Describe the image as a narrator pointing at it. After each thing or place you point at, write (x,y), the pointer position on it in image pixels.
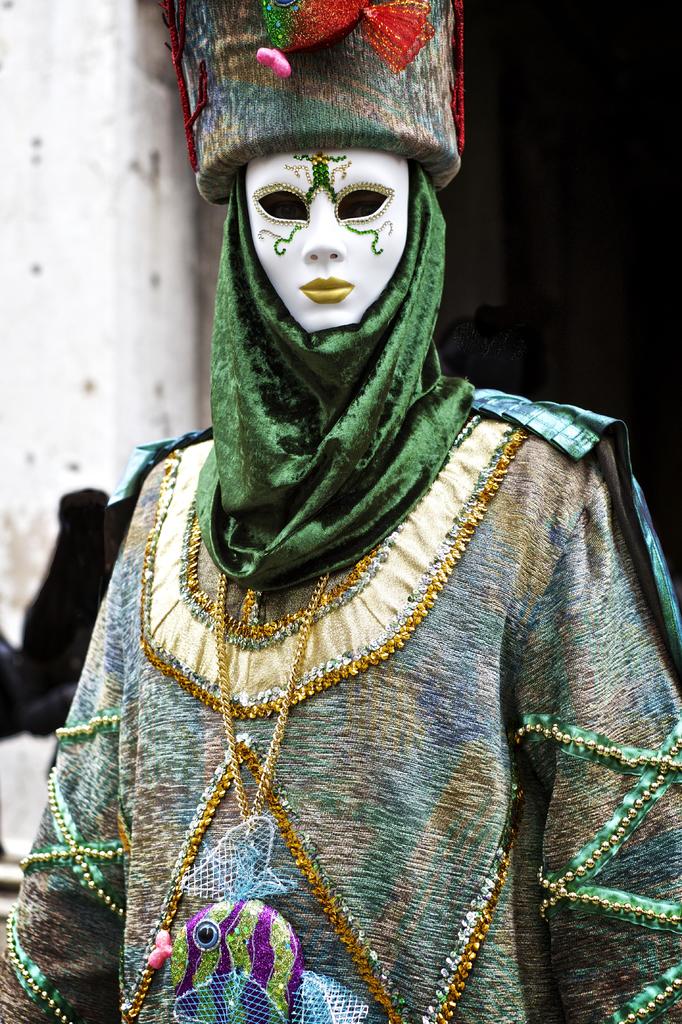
In this picture we can see a person (337,688), the person (326,710) wore costume (367,645) and a mask (347,194).
